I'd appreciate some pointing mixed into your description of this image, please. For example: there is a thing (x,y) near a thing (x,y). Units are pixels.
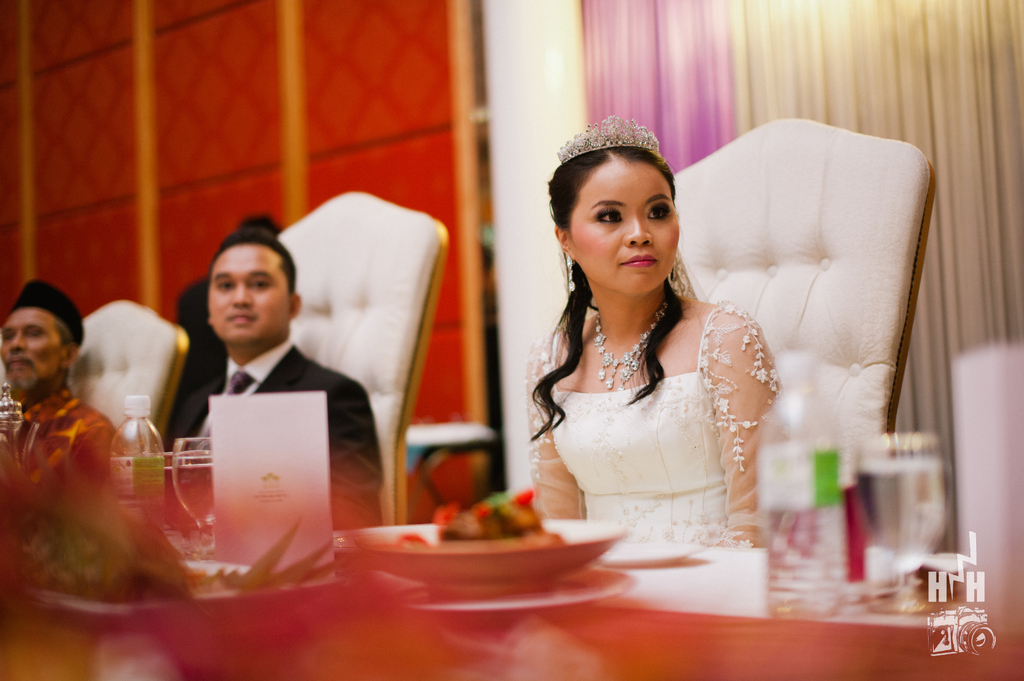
In the image there are few people (630,424) sitting in front of a table (538,518) and on the table (596,599) there are bottles (133,455), glasses (188,453) and some food items (488,537), the background of the people (67,368) is blurry and the woman (663,318) is wearing jewelry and crown (609,148).
